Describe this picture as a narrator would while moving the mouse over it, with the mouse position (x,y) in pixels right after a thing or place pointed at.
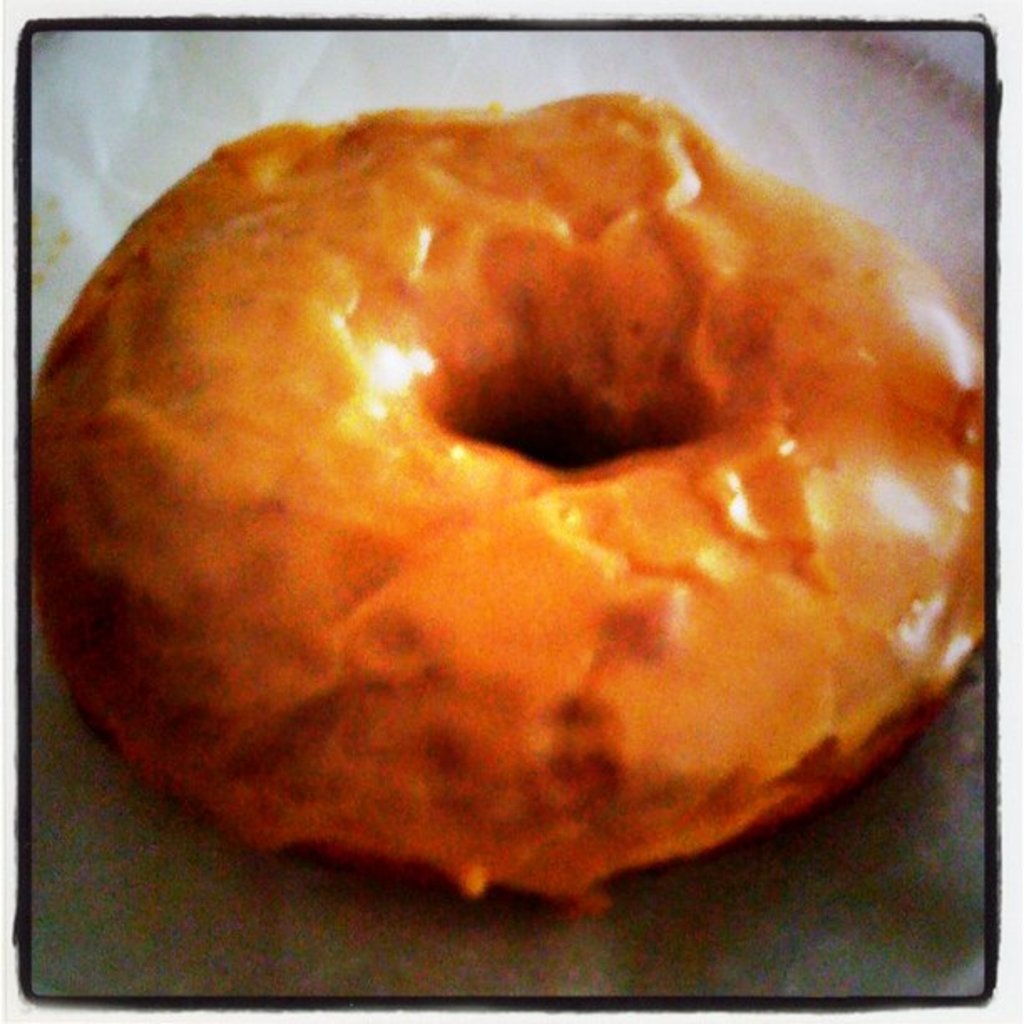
Here we can see a food item (363,272) on a platform (106,104).
